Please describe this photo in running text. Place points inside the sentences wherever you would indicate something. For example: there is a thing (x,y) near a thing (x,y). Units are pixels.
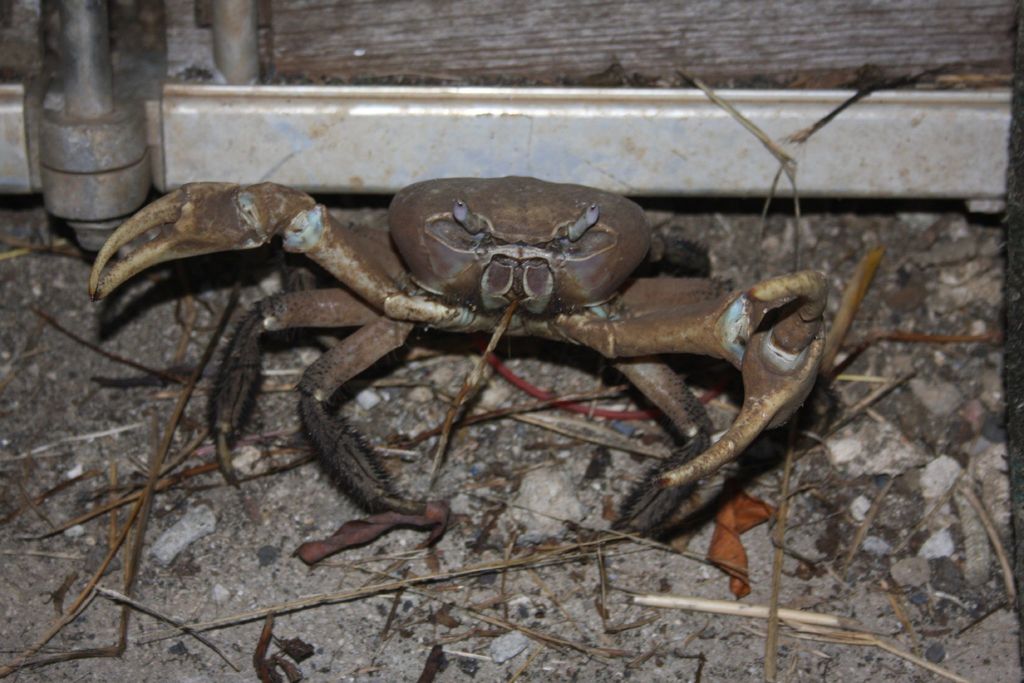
In this image there is a crab (499,307) on the ground (494,448). There are dried sticks (498,328) and dried leaves (738,525) on the ground (456,549). Behind it there is a wall (402,83).
